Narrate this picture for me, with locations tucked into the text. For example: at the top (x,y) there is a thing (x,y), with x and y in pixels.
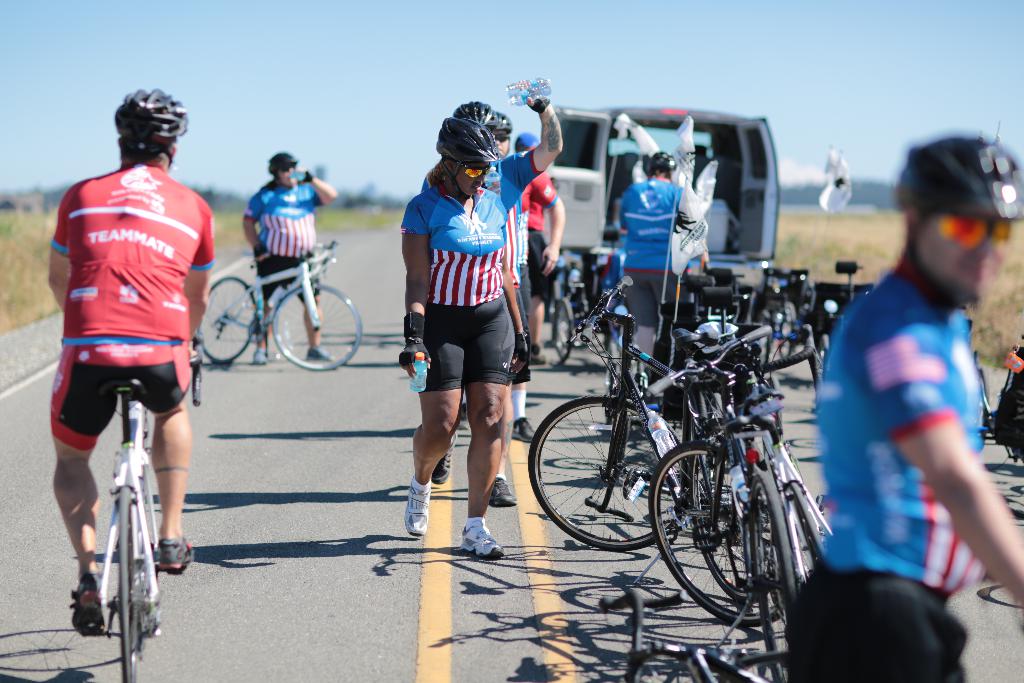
These persons (455,232) are standing line by line on road (346,403). In this picture we can able to see bicycles (741,536) and car (728,186). Front this person (163,310) is sitting on a bicycle (125,567) and wore helmet (177,137). Far this person (290,183) is standing beside this bicycle (298,278). This person (474,295) is walking and holding a bottles (425,369) and wore helmet (475,148).
